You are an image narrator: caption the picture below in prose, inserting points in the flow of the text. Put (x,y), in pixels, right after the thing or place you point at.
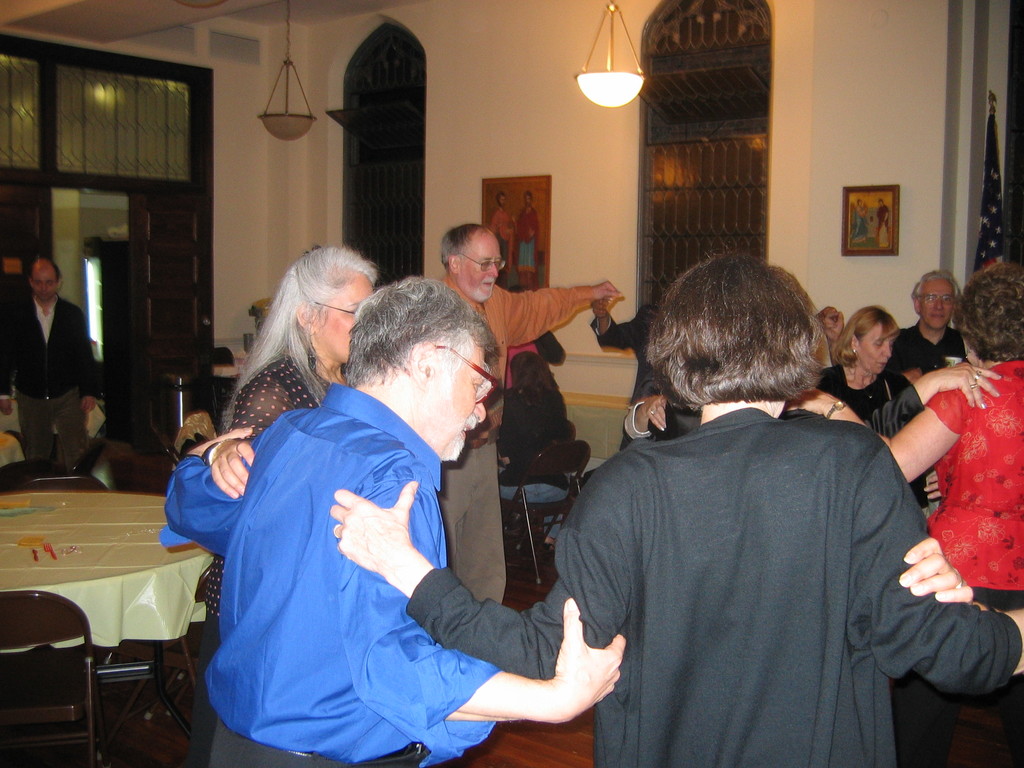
In this picture we can observe some people (865,544) dancing on the floor (566,729). There are men (383,440) and women (741,459) in this picture. On the left side (115,531) we can observe a table (129,558) and some chairs (31,635) around the table (129,638). We can observe two lights (606,80) hanging to the ceiling (290,6). There are some photo frames (509,240) fixed to the wall (566,226). In the background (426,143) there is a wall (465,126).
